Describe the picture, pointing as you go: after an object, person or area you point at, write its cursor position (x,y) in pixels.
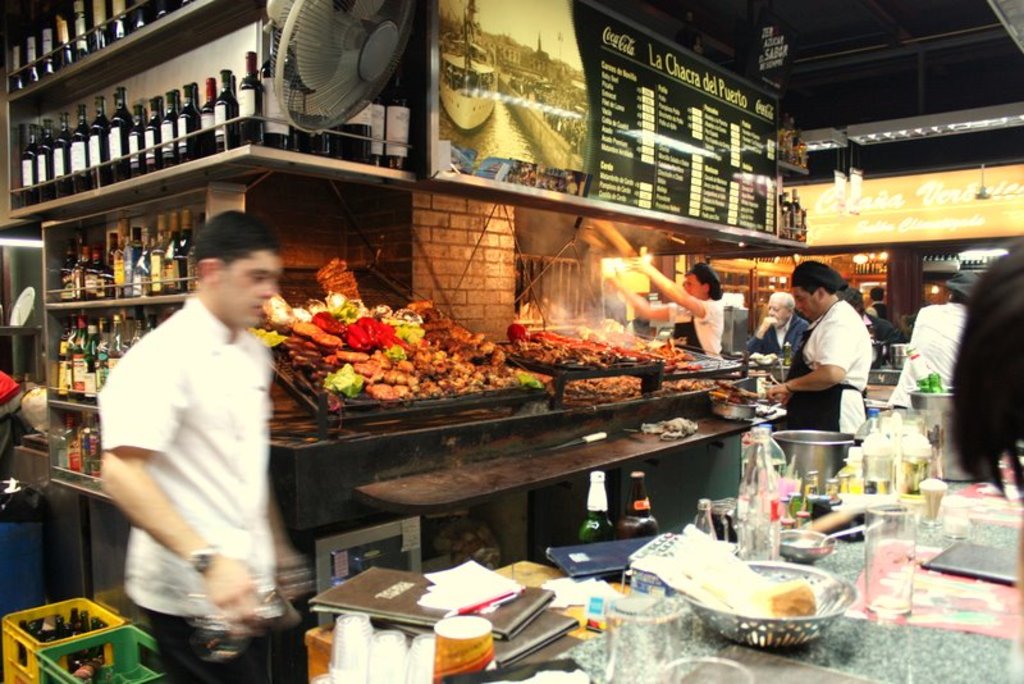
In this rack (128,209) there are bottles (128,143). Here we can see board (592,42), fan (346,83) and food (346,309). Beside this table (948,533) there are people (995,442). On this table (831,630) there are glasses (868,522), bottles (756,503) and things (965,496).
